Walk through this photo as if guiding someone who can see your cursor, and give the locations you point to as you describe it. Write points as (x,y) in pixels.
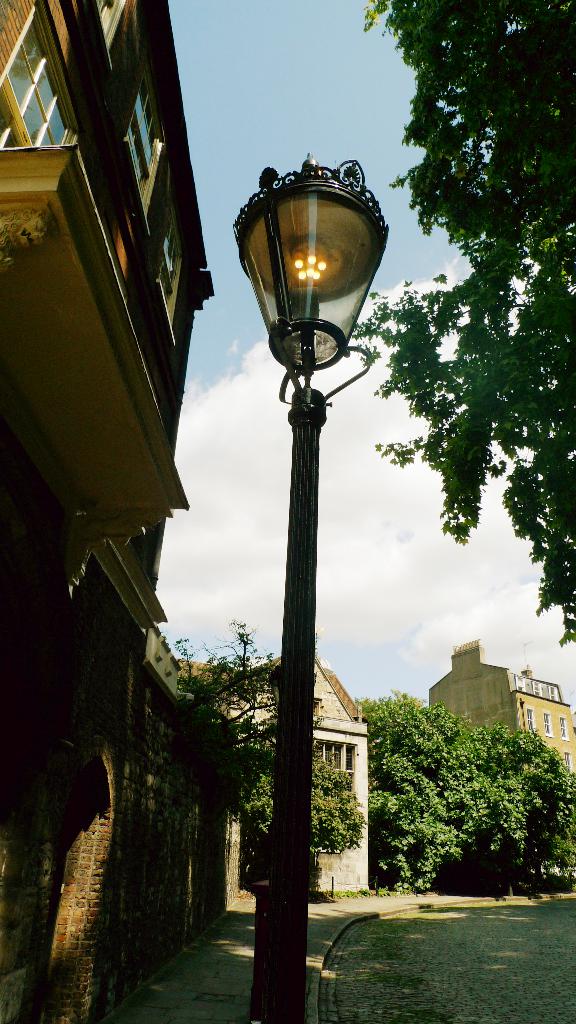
This picture is clicked outside. In the foreground (314,484) we can see the lamp post (332,202). On the left (76,735) we can see the buildings (108,742), plants (215,788) and trees (438,737). In the right corner (535,332) we can see a tree (525,479). In the background (245,118) we can see the sky (245,356).
